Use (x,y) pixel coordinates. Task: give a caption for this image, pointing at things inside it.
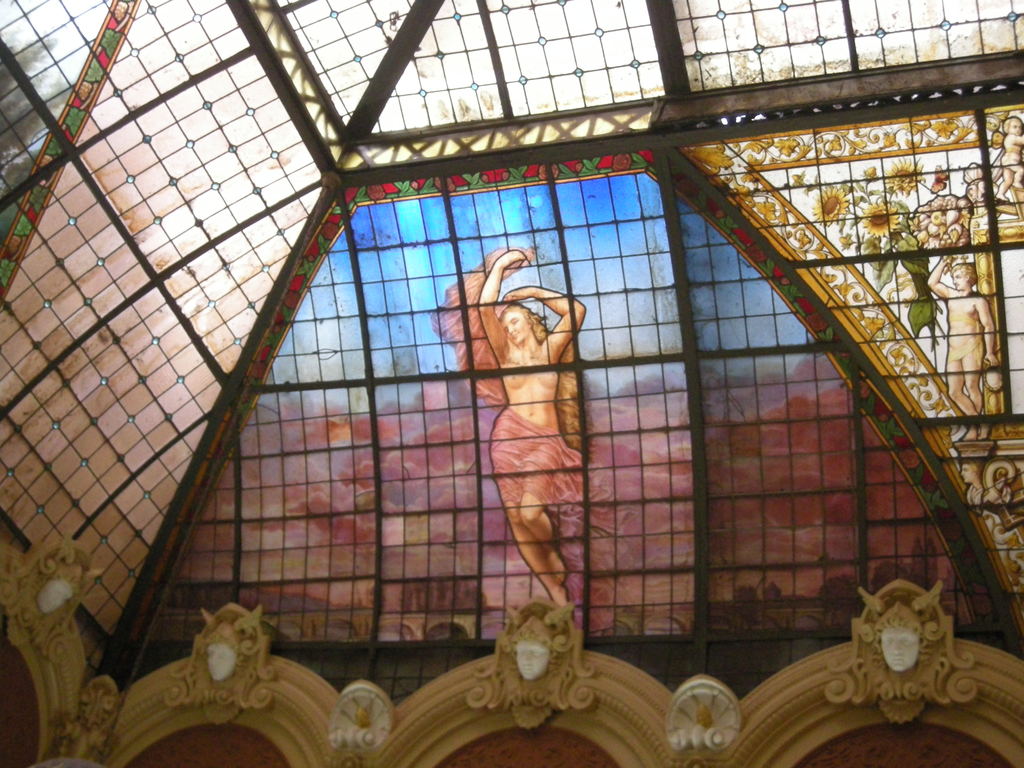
In this image we can see grills (322,517), design glass walls (778,193) and statues (894,658). On this designed glass wall (927,218) we can see flowers (870,225).
